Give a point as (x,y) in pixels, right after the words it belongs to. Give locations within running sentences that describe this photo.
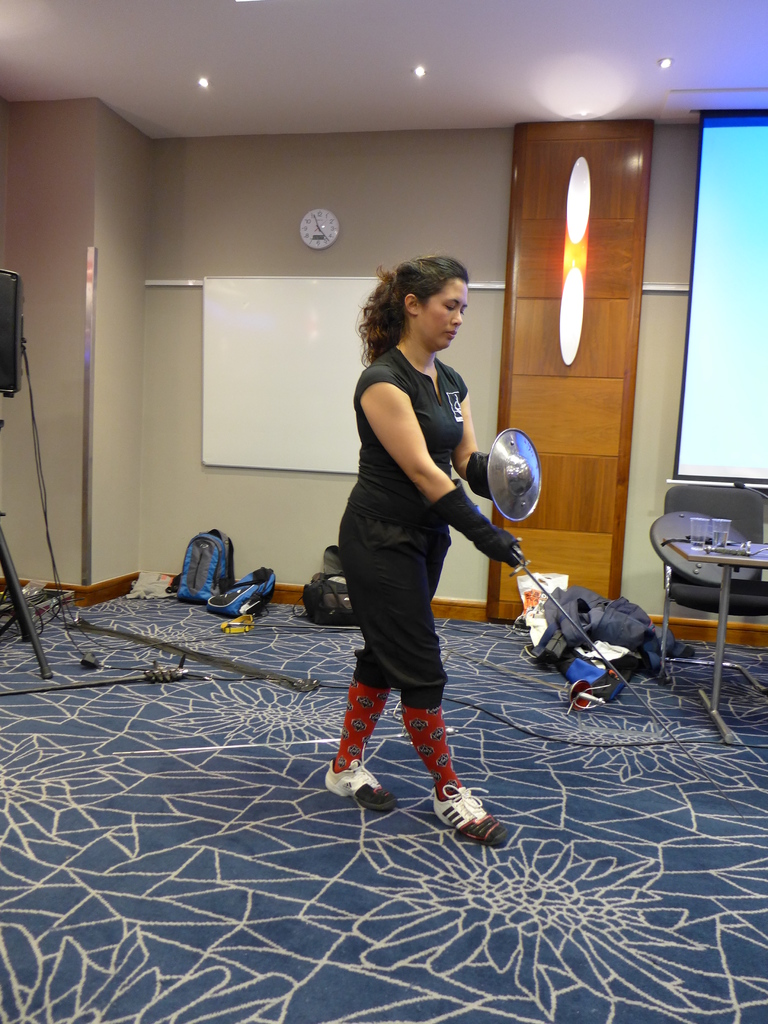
In this image there is a woman (409,554) holding a sword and a shield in her hand (496,539), behind the woman (418,504) on the floor (114,605) there are bags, metal rods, glasses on the tables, chairs (669,588) and some other objects (547,626), in the background of the image (243,463) there is a wall clock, a board (350,336), lamps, a screen (700,289), a metal rod (86,367) on the wall (33,477), at the top of the image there are lamps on the ceiling (305,112).
